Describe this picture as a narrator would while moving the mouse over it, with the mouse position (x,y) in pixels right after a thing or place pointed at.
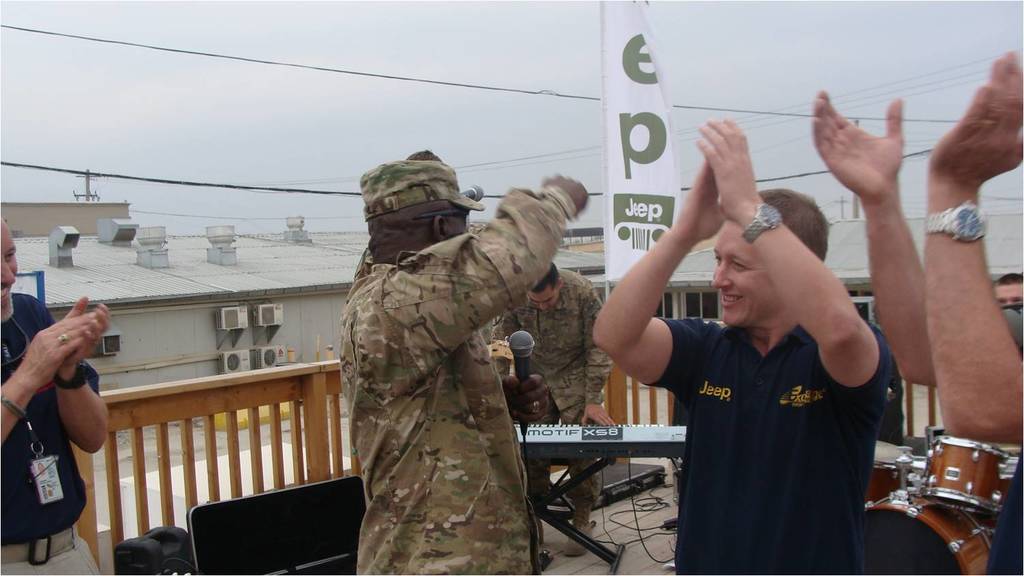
In the foreground of this image (713,426), there are people (767,531) standing and clapping where a man (449,436) is standing and holding a mic (521,358). Behind them, there are musical instruments (631,425), few people (592,387) and the railing (207,434). In the background (272,267), there are buildings (709,257), cables (406,80) and the sky (221,91).
